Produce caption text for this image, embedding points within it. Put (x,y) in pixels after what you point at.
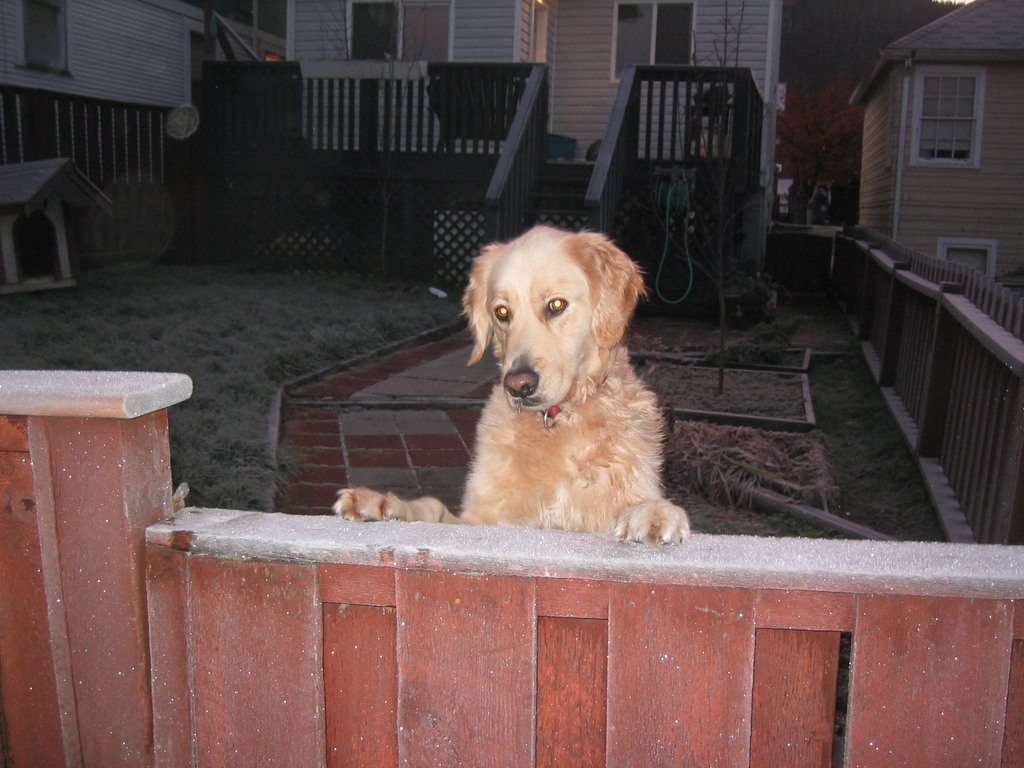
In this image we can see the houses (982,53), one dog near the wall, one dog house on the left side of the image (16,171), one staircase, some objects (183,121) on the balcony (515,84), some objects (782,367) on the ground (840,321), two objects (458,96) on the balcony wall (358,150), some trees (864,67), plants (785,354) and grass (852,367) on the ground (762,387). The image is dark.
